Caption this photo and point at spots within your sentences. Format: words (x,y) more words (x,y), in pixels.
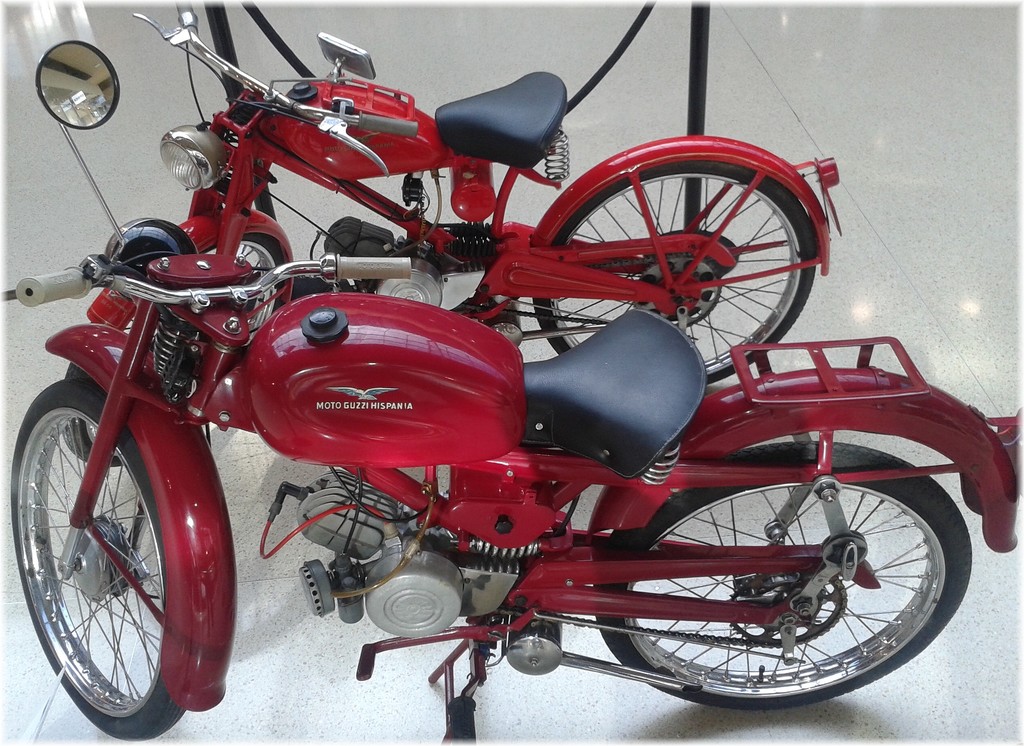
This image is taken indoors. At the bottom of the image (303,658) there is a floor (594,707). In the middle of the image (528,402) two bikes (386,392) are parked on the floor (671,590). Those bikes (221,648) are red in color.
